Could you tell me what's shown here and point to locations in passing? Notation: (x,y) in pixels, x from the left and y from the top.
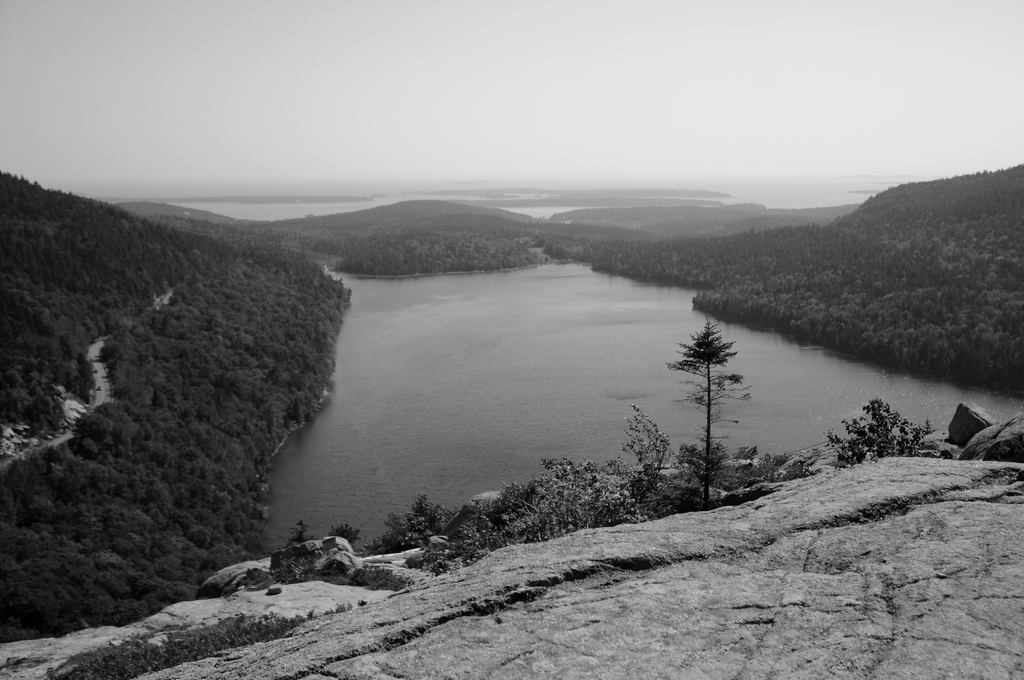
This is a black and white image. In this image we can see some plants (507,493) on the hill (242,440). On the backside (650,383) we can see a large water body (427,396), a group of trees (230,417) on the hill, a pathway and the sky (629,144) which looks cloudy.
